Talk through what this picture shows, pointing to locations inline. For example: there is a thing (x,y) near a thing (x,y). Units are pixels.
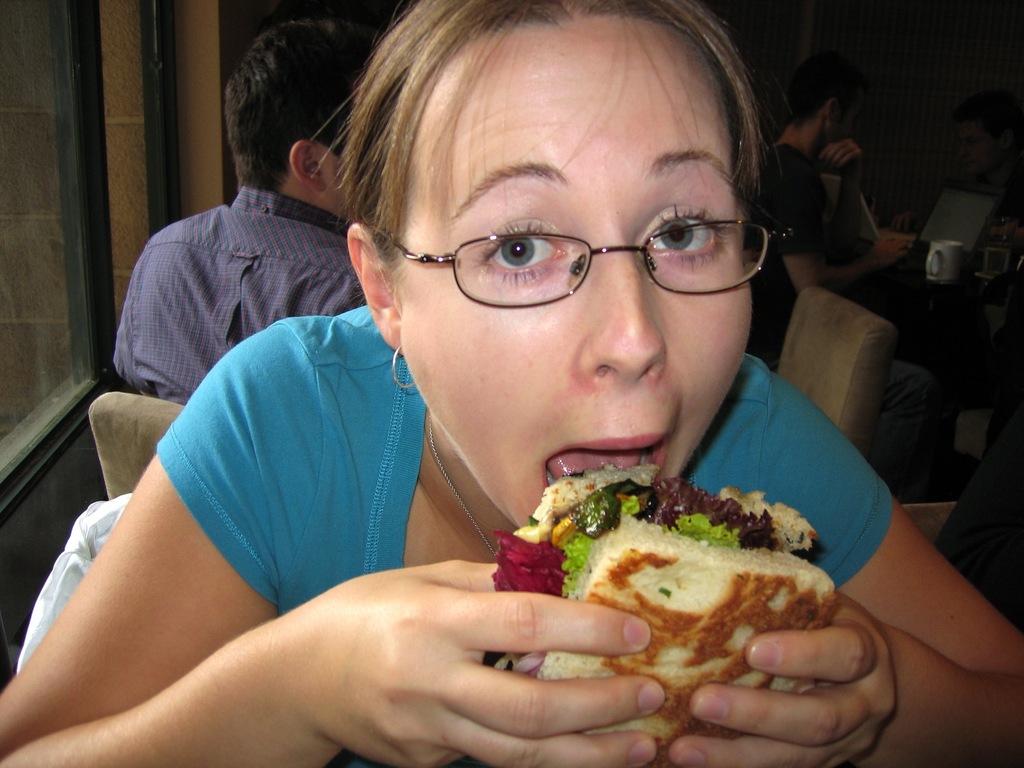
In this image, there is a person (375,286) wearing clothes (332,468) and holding a sandwich (641,556) with her hands (489,670). There is an another person (264,278) in the top left of the image (332,196) sitting on the chair (124,422).
